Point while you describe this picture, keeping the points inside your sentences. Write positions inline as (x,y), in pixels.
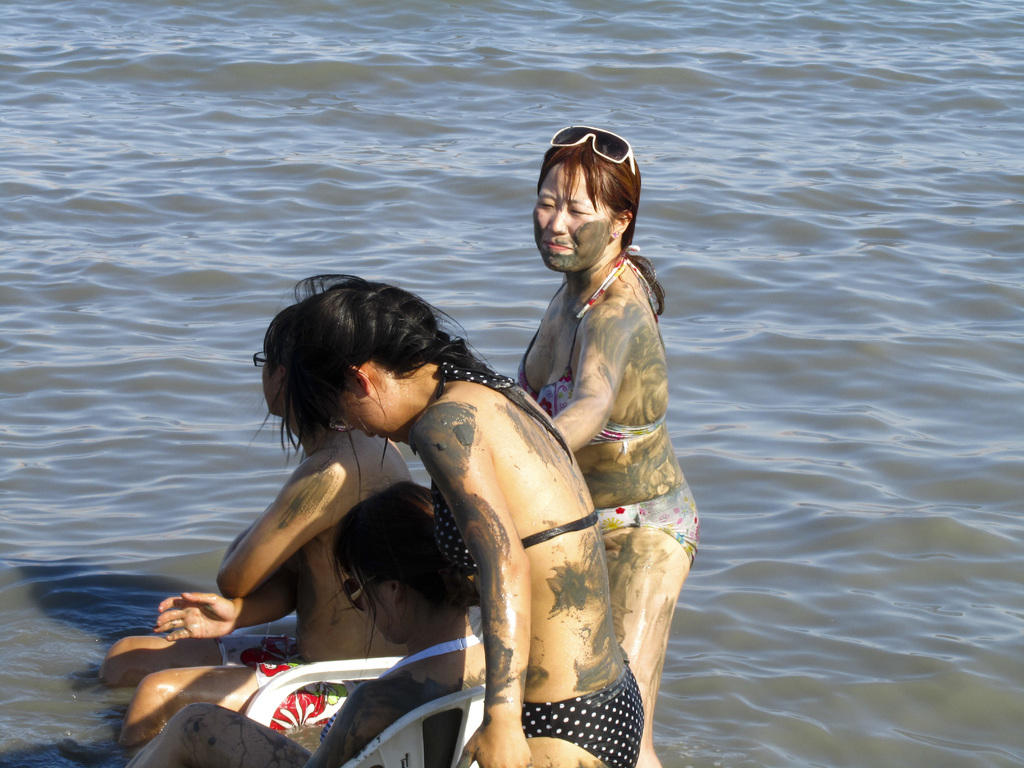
As we can see in the image there is water (401,93) and four women (371,483) over here. These two are standing and these two women (349,533) are sitting on chairs (354,661).
